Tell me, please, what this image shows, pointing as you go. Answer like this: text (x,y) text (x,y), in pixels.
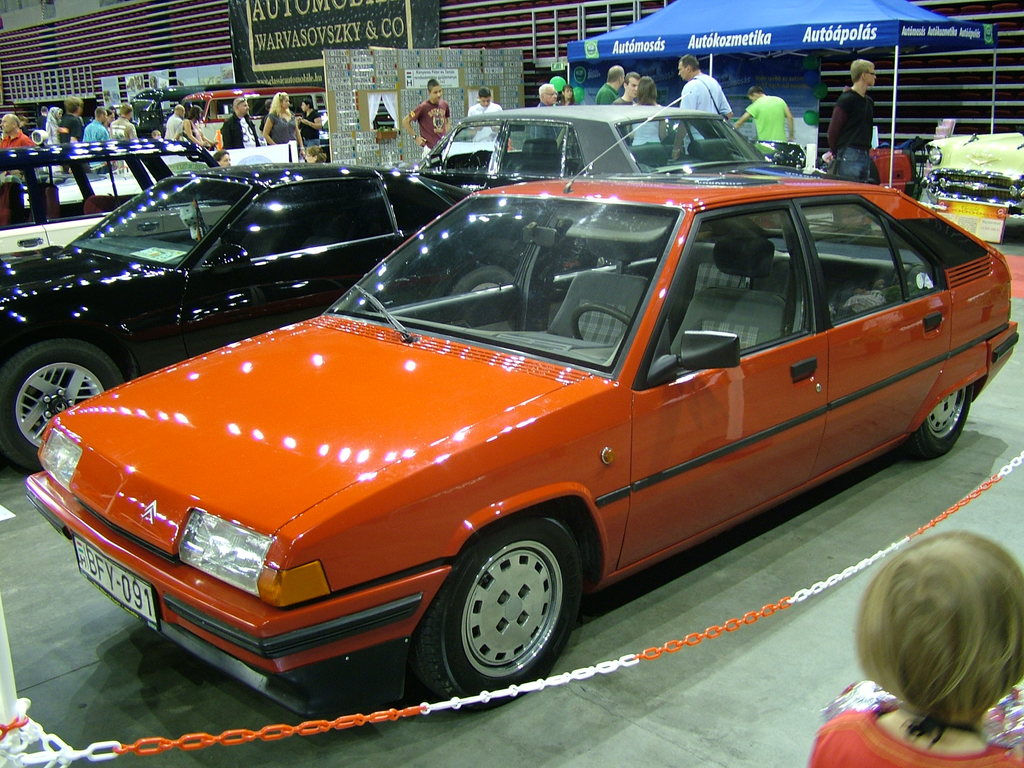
In this picture we can see cars (553,123). Here we can see the group of person (237,134) standing near to the board (479,81) and blue color tent (763,45). At the top (281,20) there is a banner (323,26) on the brick wall (471,26). On the bottom right corner (897,586) there is a girl (1002,653) who is wearing orange t-shirt (833,744). She is standing near to the chain (610,664).
